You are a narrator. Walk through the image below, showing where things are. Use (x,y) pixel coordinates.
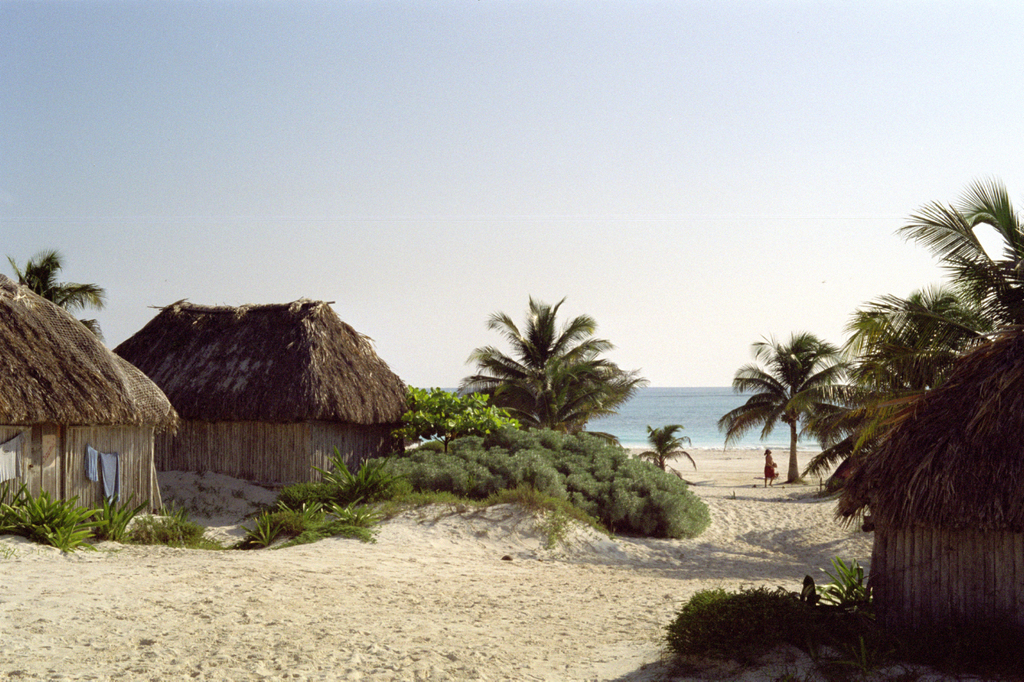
In this image there are a few huts (213,422), trees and small plants (391,506), in the background of the image (773,472) there is a woman (774,472) standing, in front of the woman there is water (715,401).
